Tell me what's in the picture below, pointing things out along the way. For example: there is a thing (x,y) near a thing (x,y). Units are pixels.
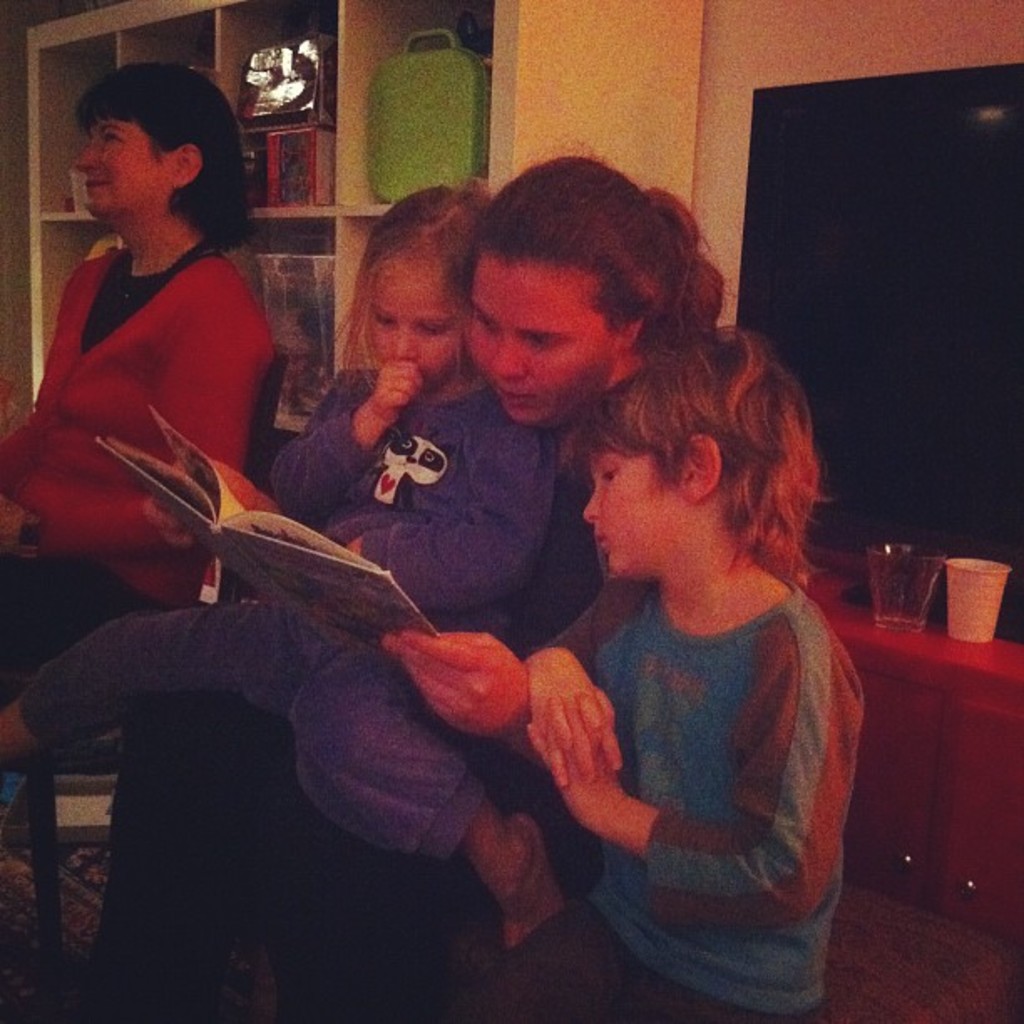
In the image there is a woman (508,360) sitting in the front (223,764) with a girl (348,825) sitting over her holding a book (328,601) and a boy (690,545) sitting on right side of her, on left side (100,118) there is another woman (113,528) sitting on chair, in the back (800,280) there is a tv (933,330) on the right side (1011,679) on a table (929,659) with glasses (904,583) in front of it and on the left side (259,50) there are shelves (60,34) on the wall (770,13).
